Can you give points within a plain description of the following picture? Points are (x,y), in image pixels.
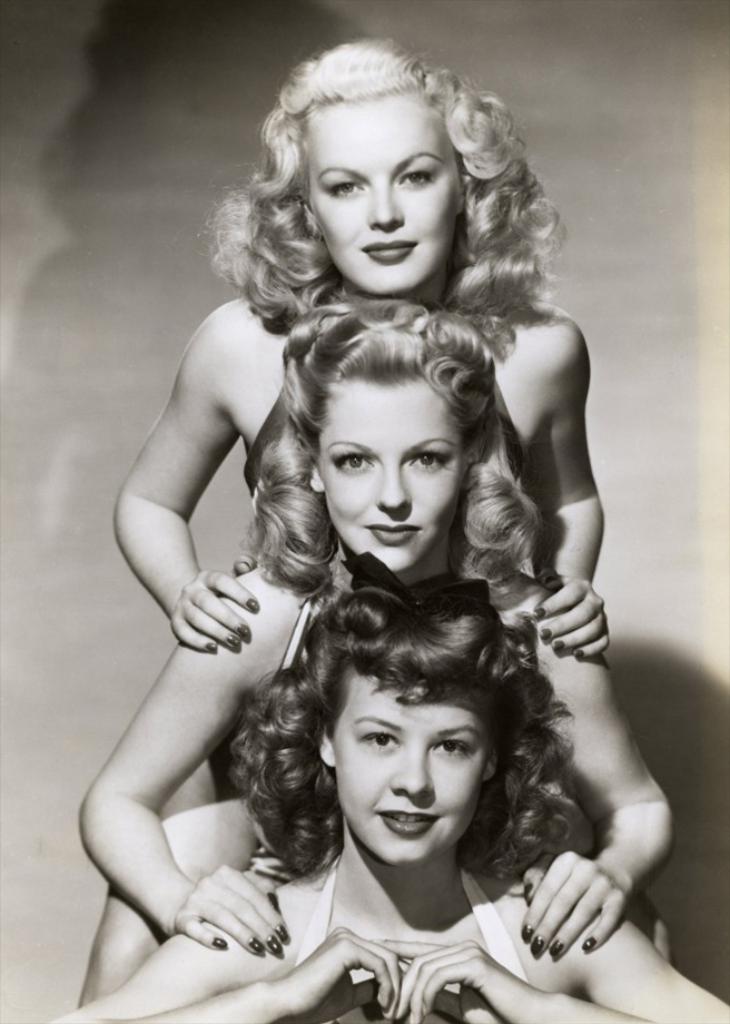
In this image I can see there are three women (392,726). And they are smiling. And it is taken in a black and white mode.
